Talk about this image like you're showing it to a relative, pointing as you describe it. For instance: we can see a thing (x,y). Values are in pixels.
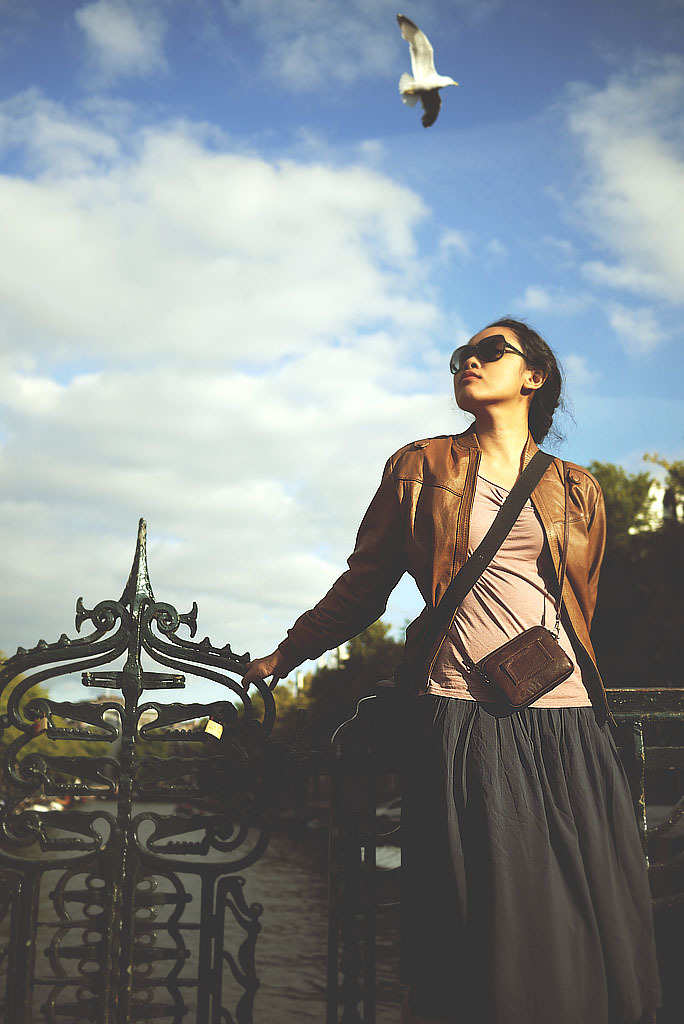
In this picture there is a woman (549,424) standing and carrying bags (463,567), behind her we can see railing (114,778). In the background of the image (278,889) we can see water (272,848), trees (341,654) and sky (268,502) with clouds (218,428). At the top of the image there is a bird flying in the air (406,214).
